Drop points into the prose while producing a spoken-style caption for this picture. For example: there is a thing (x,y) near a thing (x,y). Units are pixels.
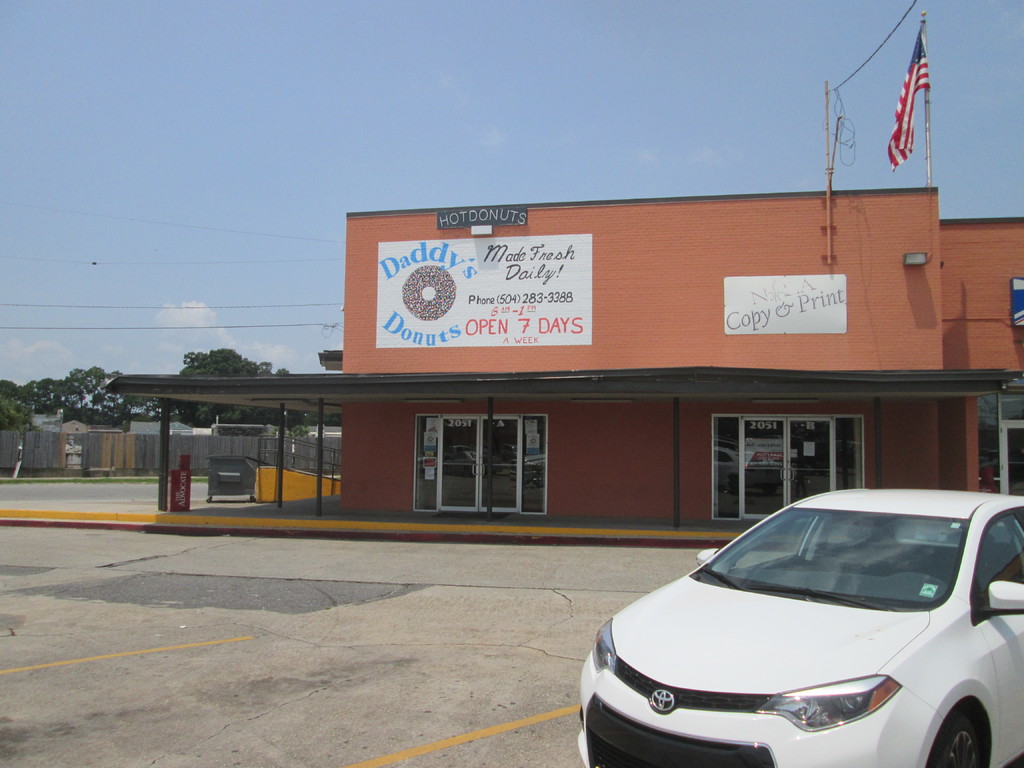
In this image there is a building (504,480) at middle of this image (623,410). There is one flag (896,142) at top right corner of this image (905,85) and there is one current pole (827,193) left side to this flag (905,117). there are two windows (777,463) at middle of this image (421,494). and there is one car (729,614) at bottom right corner of this image (808,594). There are some trees (155,405) at left side of this image (171,403). There is a boundary wall (118,474) at left side of this image (34,462) and there is a sky (387,89) at top of this image (490,107).
